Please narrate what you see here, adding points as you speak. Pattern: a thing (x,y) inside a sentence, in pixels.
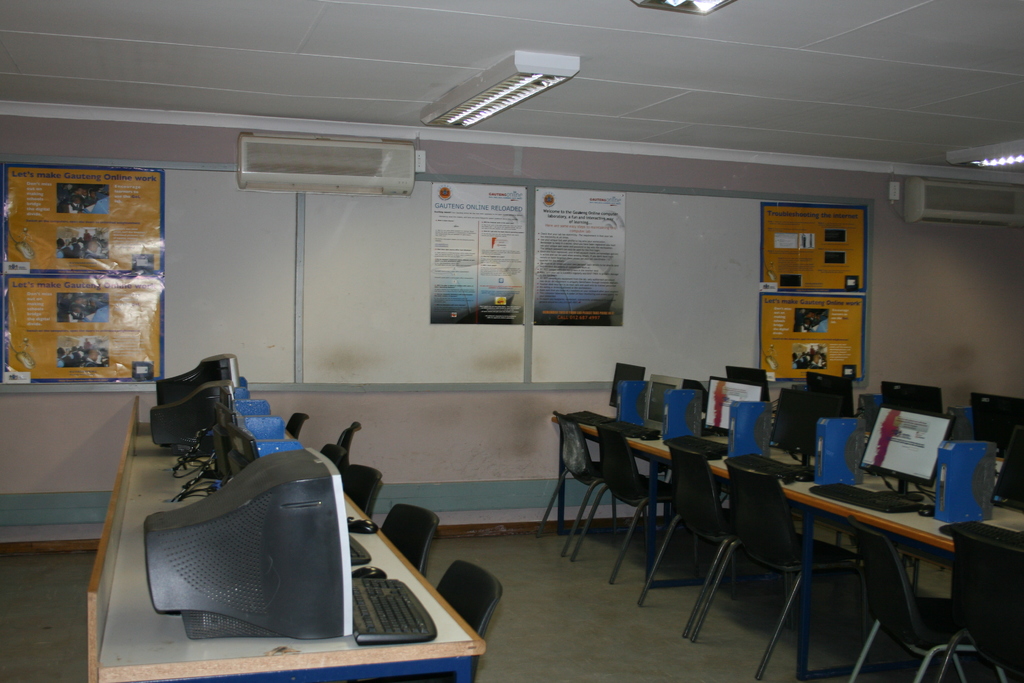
As we can see in the image there is a wall (745,259), banners (519,287), lights (538,56), air conditioners (910,200), tables (168,619), screen (318,482) and chairs (401,520).
